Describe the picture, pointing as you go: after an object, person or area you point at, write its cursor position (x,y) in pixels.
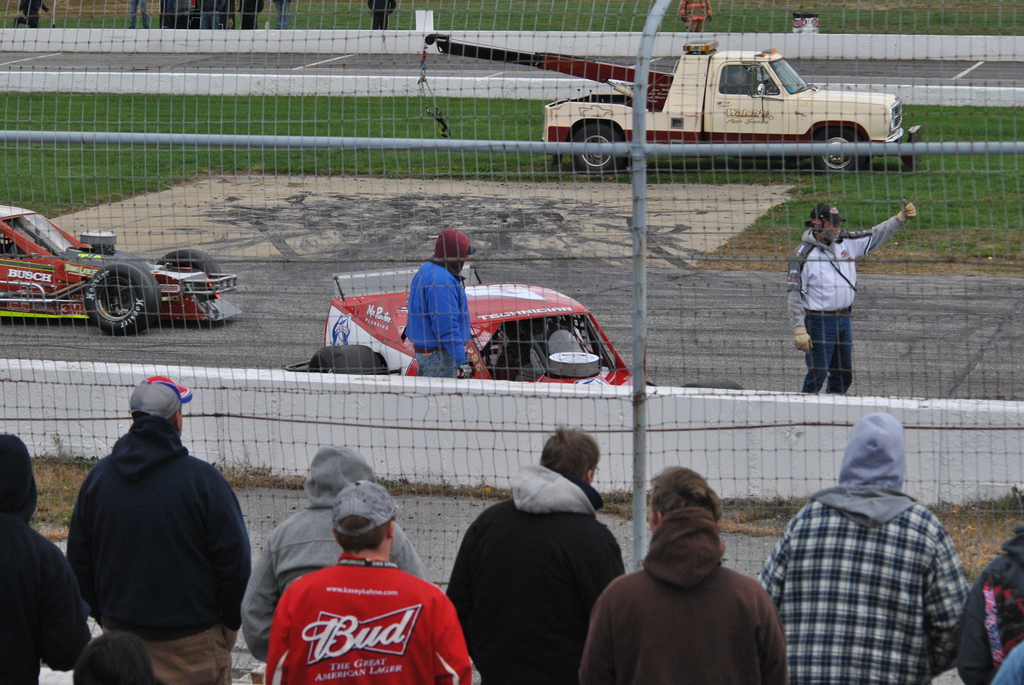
In this image, we can see people (580,626) and are wearing coats (649,661) and some are wearing caps (147,398). In the background (520,50) there are vehicles (384,310) and we can see a mesh (205,204) and there is a wall (755,416) and we can see ground (882,186).
